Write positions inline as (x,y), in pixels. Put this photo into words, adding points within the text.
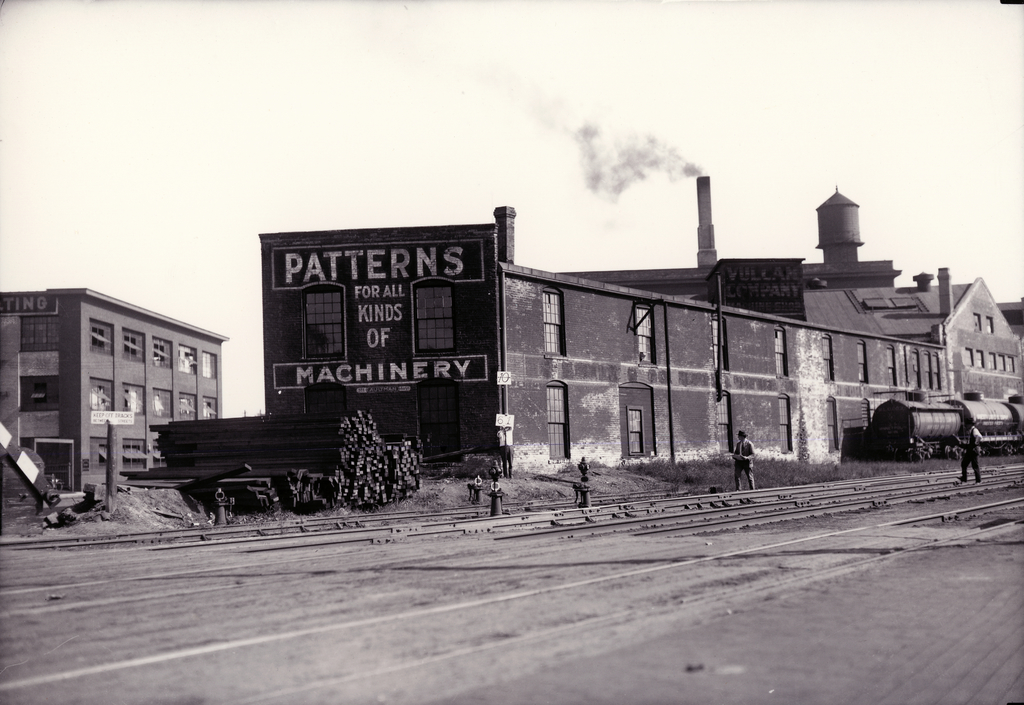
This is a black and white image. I can see two people (739,453) walking. This looks like a train (958,412). I can see buildings (164,360) with windows (168,344). These are the rail tracks (627,508). I think these are the iron bars (360,434).
